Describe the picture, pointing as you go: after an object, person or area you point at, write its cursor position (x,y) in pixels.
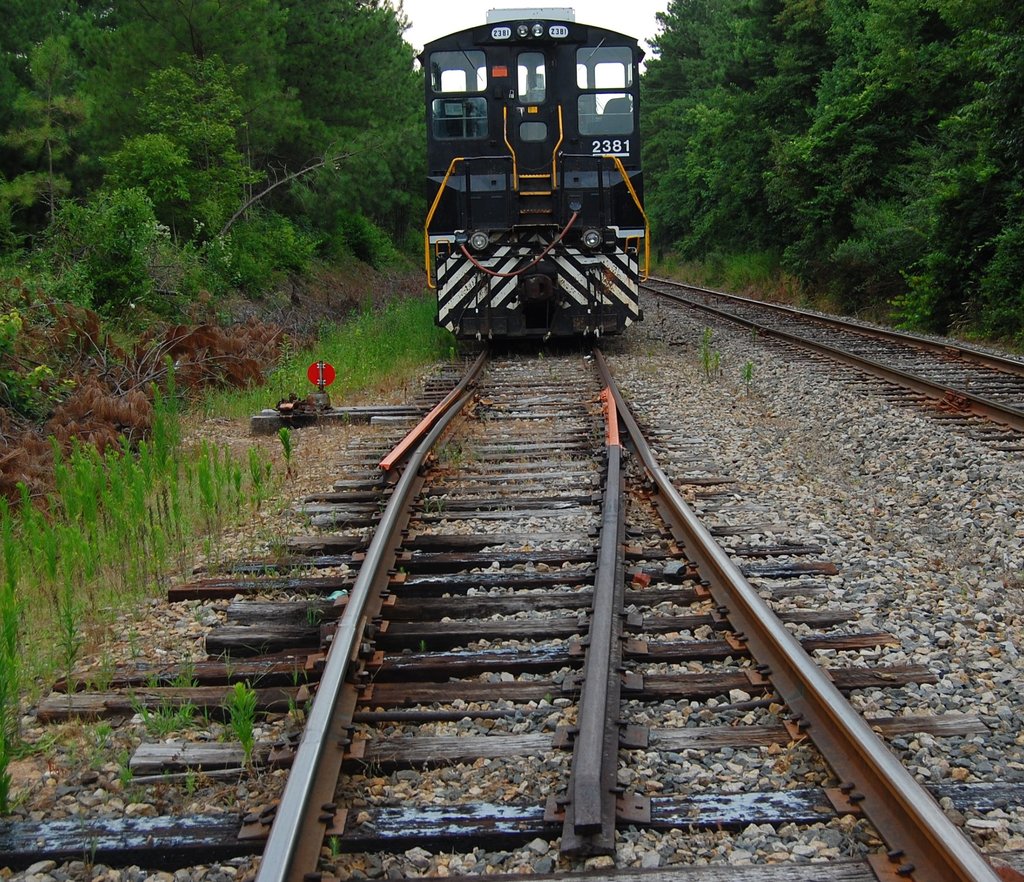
In this image, we can see a train (520,42). We can see the track (743,650). We can see the ground (834,661). We can see some stones (226,604), plants (137,371), grass (331,349). There are a few trees (741,114). We can also see the sky (645,60).
